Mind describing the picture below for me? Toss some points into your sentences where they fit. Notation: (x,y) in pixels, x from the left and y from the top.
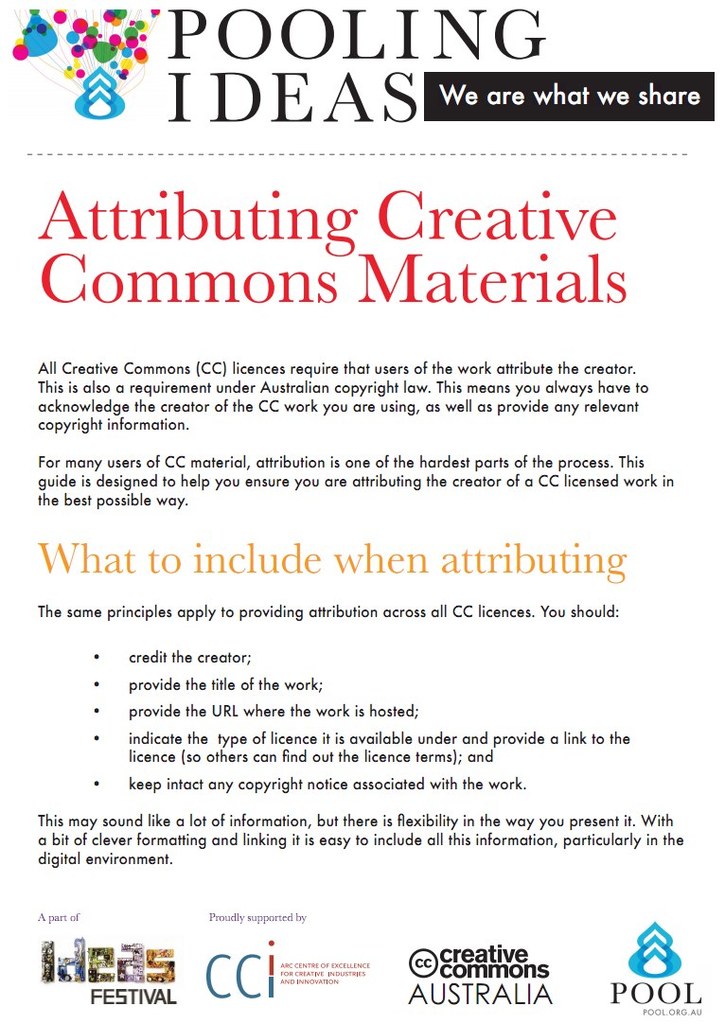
In this image I can see a poster (379,488). There is some text (183,652) on it. The text (428,734) is in different colors.
